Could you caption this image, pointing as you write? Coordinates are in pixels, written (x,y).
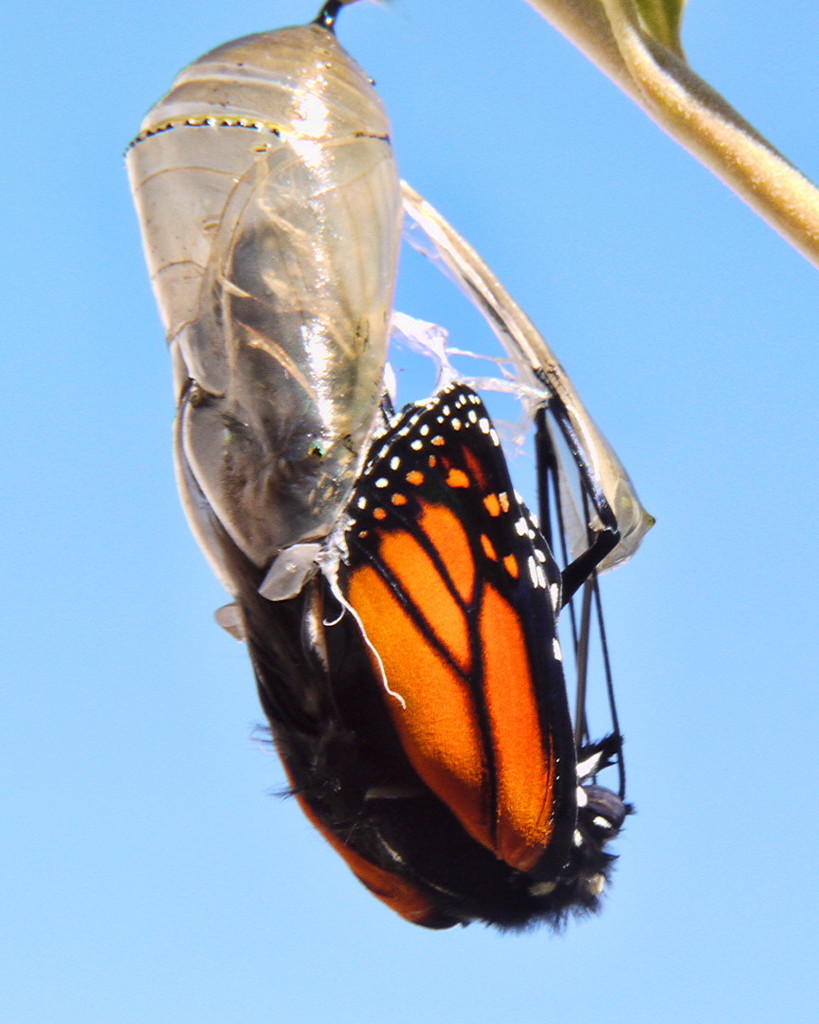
There is a butterfly (379,601) coming out of a pupa (289,229). In the background (120,205) it is blue.
